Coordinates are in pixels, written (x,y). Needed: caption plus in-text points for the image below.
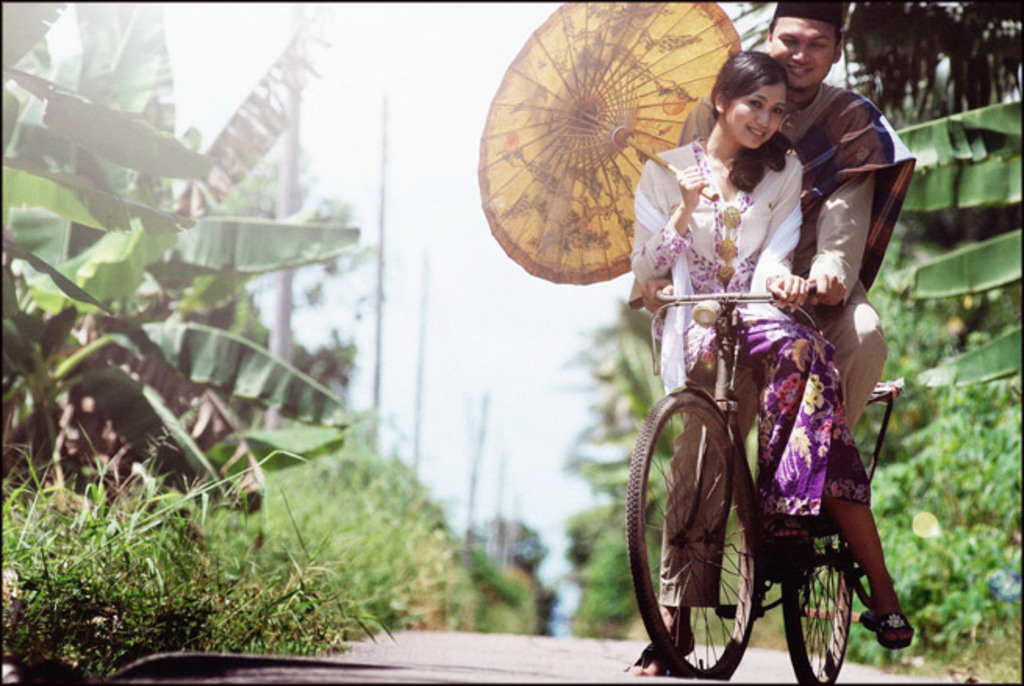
In the picture we can find man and woman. man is riding a bicycle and woman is sitting front of bicycle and they are holding umbrella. In the background (402,314) we can find a sky (458,311), poles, trees (52,321), grass (22,588) and road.
